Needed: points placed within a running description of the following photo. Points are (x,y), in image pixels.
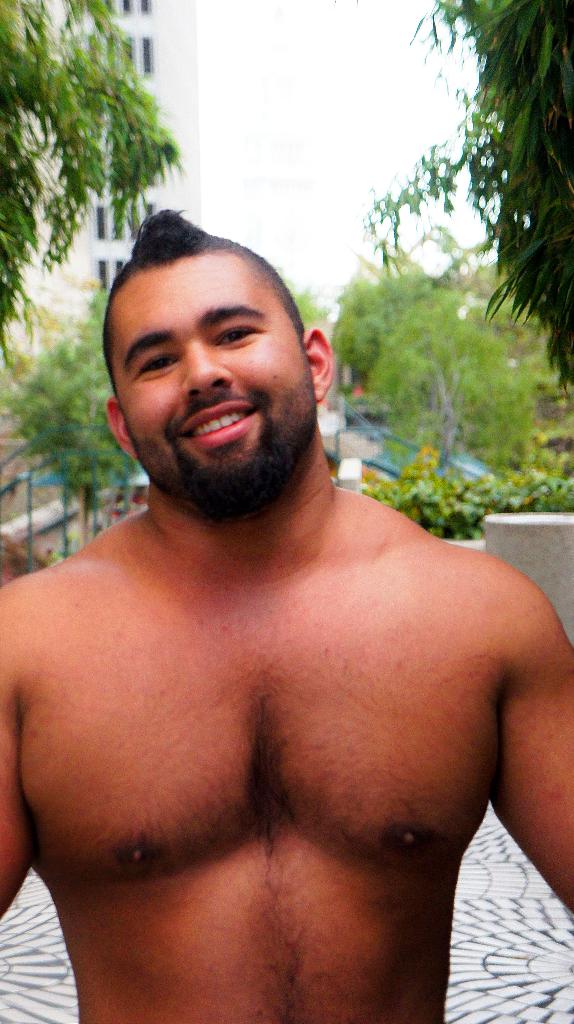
In the center of the image (319,569), we can see a man (189,601) standing and in the background (405,344), there are trees (398,364) and we can see a building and some railings (402,442) and plants (418,462). At the top (288,80), there is sky (342,180) and at the bottom (500,952), there is a road (510,947).
